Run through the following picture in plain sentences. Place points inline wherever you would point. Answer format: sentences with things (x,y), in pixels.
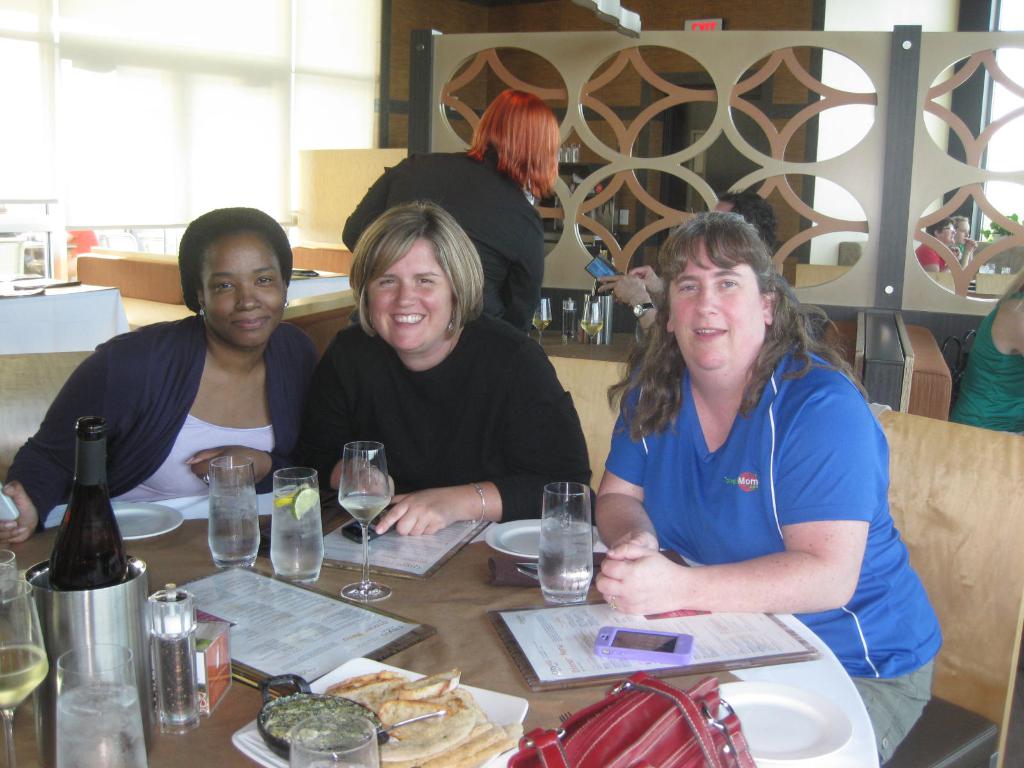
In this picture these three persons (871,663) sitting on the sofa (954,767). This person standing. We can see table (341,583). On the table (369,605) we can see glass (288,513), lemon (302,503), paper (270,616), mobile (681,658), bag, food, bowl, bottle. On the background (509,23) we can see wall (796,9).
